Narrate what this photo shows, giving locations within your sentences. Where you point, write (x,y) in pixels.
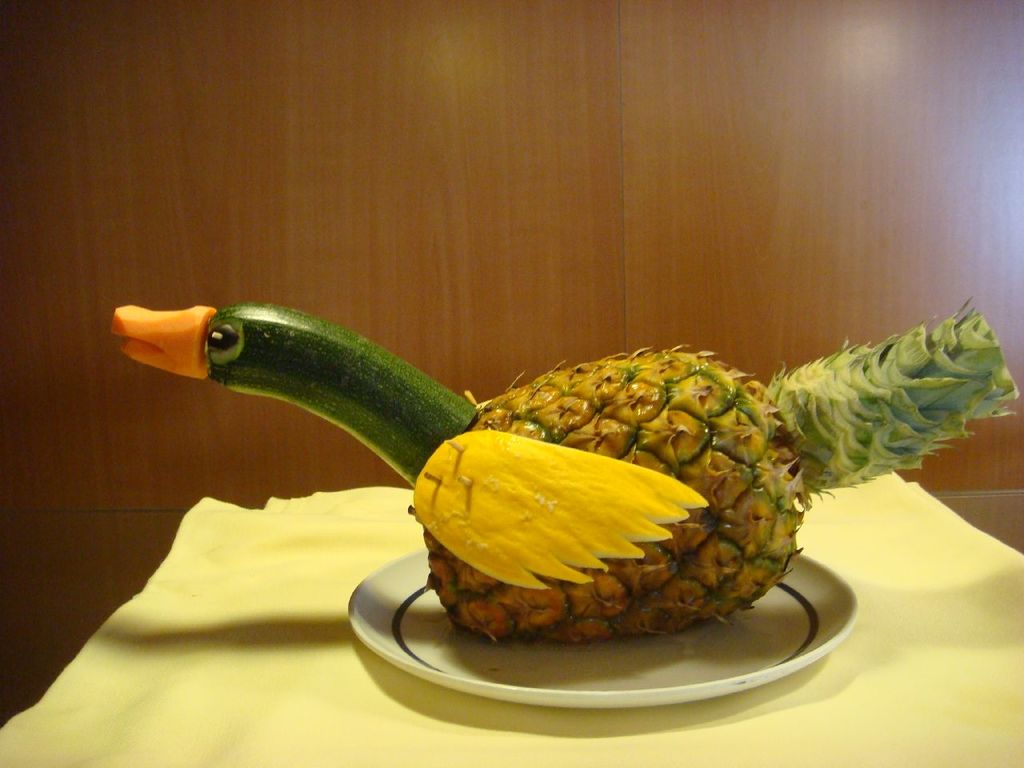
In this image there is a table (766,723), on that table (830,680) there is cloth (962,656), on that cloth (774,710) there is a plate (730,650), in that plate (730,650) there is carving (636,402), in the background (294,285) there is a wall (991,92).
